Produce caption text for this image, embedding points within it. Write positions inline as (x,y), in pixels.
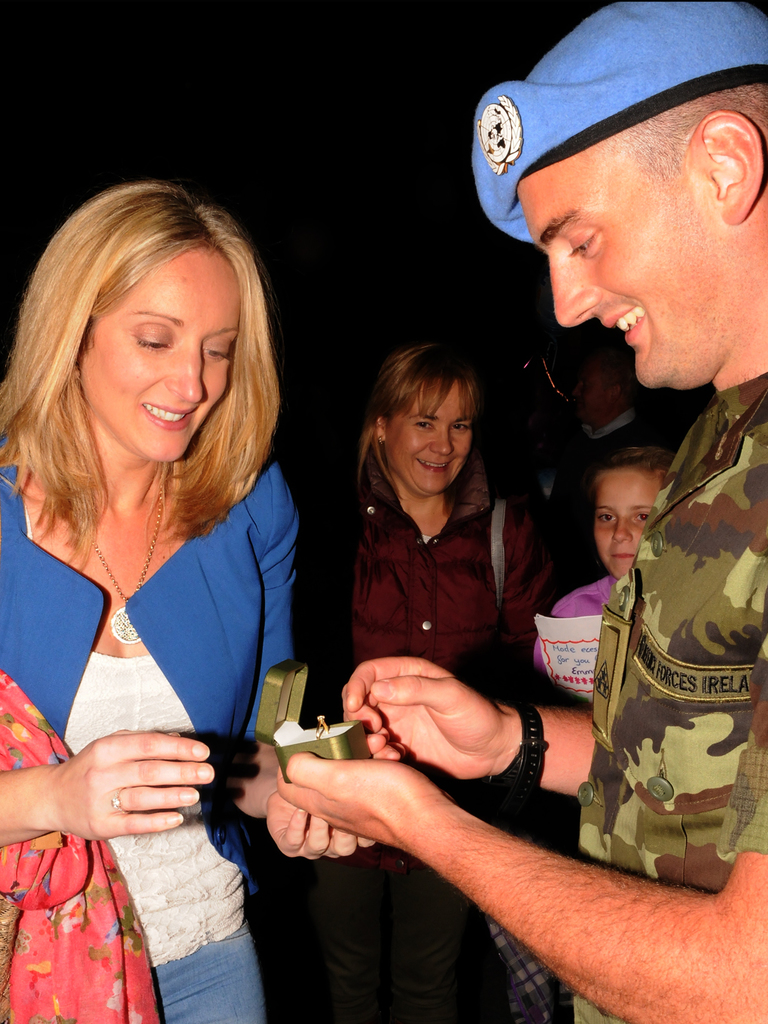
In this image we can see people (397,485) standing and some of them are smiling.
